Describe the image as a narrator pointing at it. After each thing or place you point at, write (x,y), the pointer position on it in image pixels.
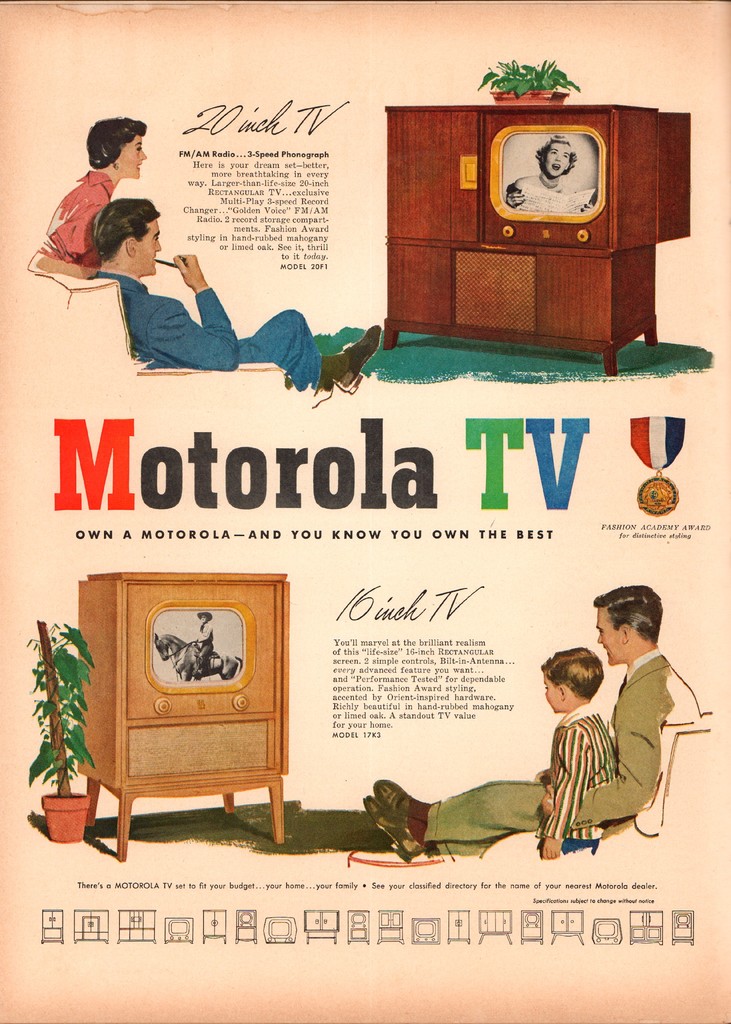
In this image, we can see a poster (588,937), on that poster (648,380) we can see some pictures (307,382) and text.
